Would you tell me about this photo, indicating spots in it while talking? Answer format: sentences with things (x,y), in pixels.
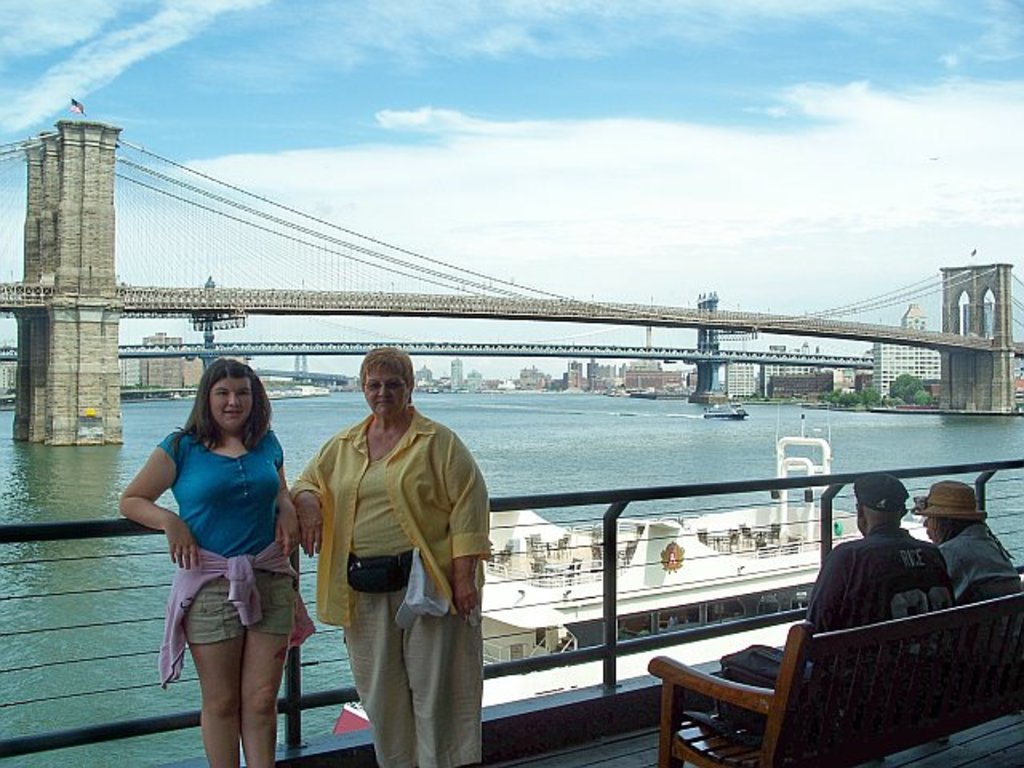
In this image there are two women (290,538) standing and leaning on the metal fence (51,525) are posing for the camera with a smile on their face (245,414), beside the two women (378,591) there are two people (841,605) seated on a bench (841,647), in front of them on the water (497,495) there is a boat (568,543), in the background of the image (599,310) there is a bridge (535,355) and there are buildings (615,376).
